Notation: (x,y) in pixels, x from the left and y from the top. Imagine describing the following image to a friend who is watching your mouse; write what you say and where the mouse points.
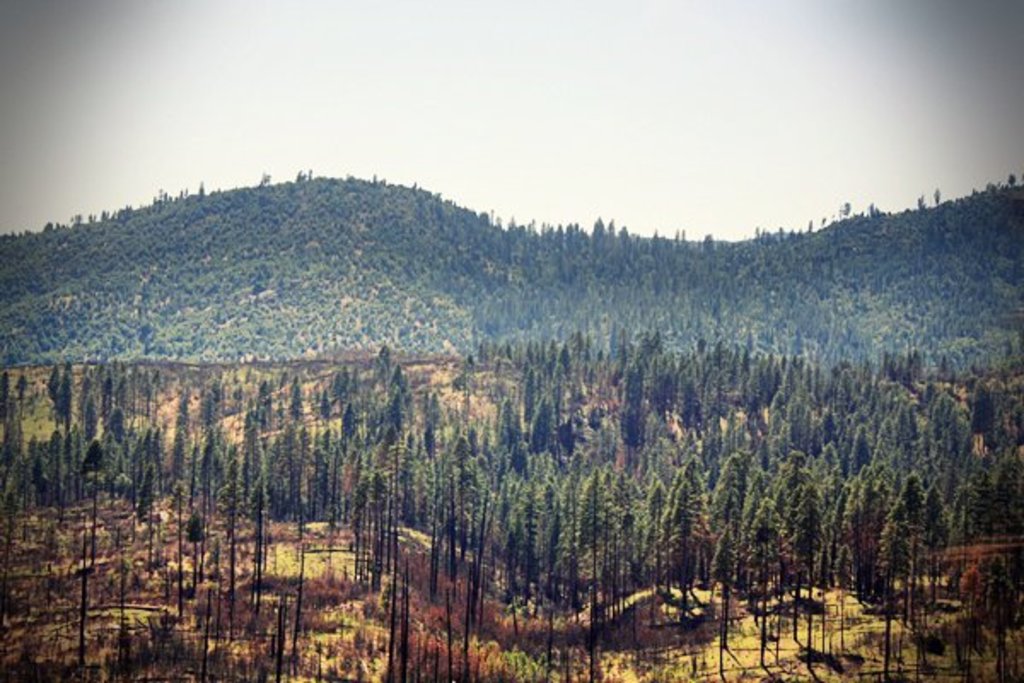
In this picture we can see few trees (489,356) and hills (364,254).
